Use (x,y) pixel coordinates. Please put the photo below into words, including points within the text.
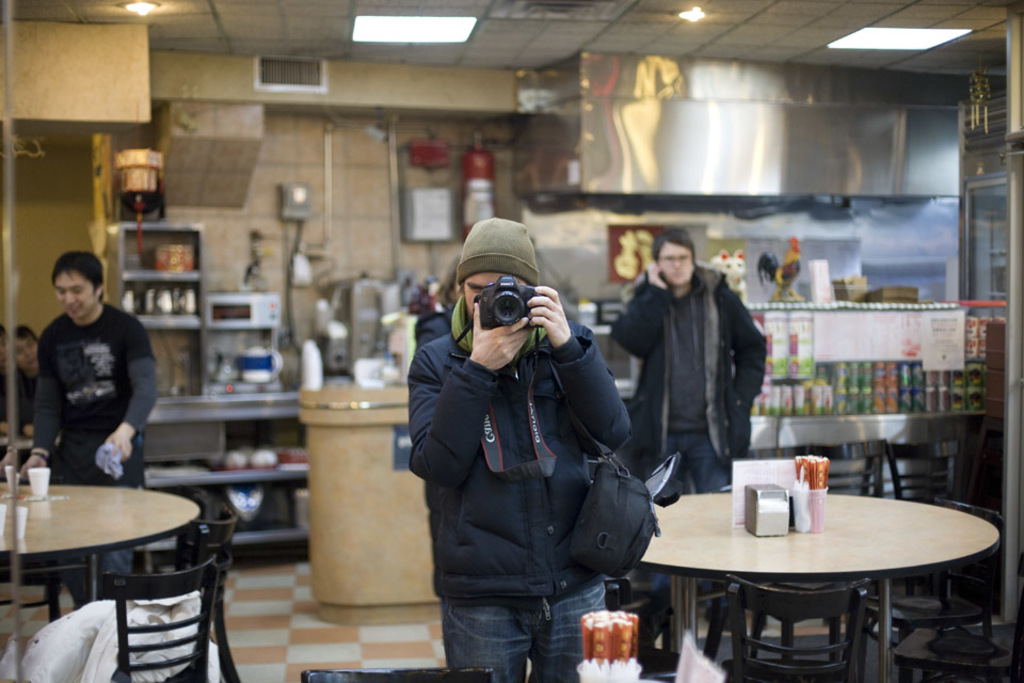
There are three people (119,365) standing. This person (516,397) is holding camera (510,328) and clicking pictures. This is a camera bag (614,522). There are two tables (696,541). I can see few objects (754,516) placed on the table (799,532). These are the empty chairs (739,640). At background (318,406) this looks like a kitchen area (417,261). This is a fire extinguisher (482,183) attached to the wall (451,181). I think this is chimney (759,144). These are the ceiling lights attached to the rooftop (719,25). This is a machine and few other objects (256,372) placed on the cabin (256,398). I can see a white color cloth (71,635) on the chair (177,582). These are the cans (885,379) arranged in an order. This is a toy (785,260).
